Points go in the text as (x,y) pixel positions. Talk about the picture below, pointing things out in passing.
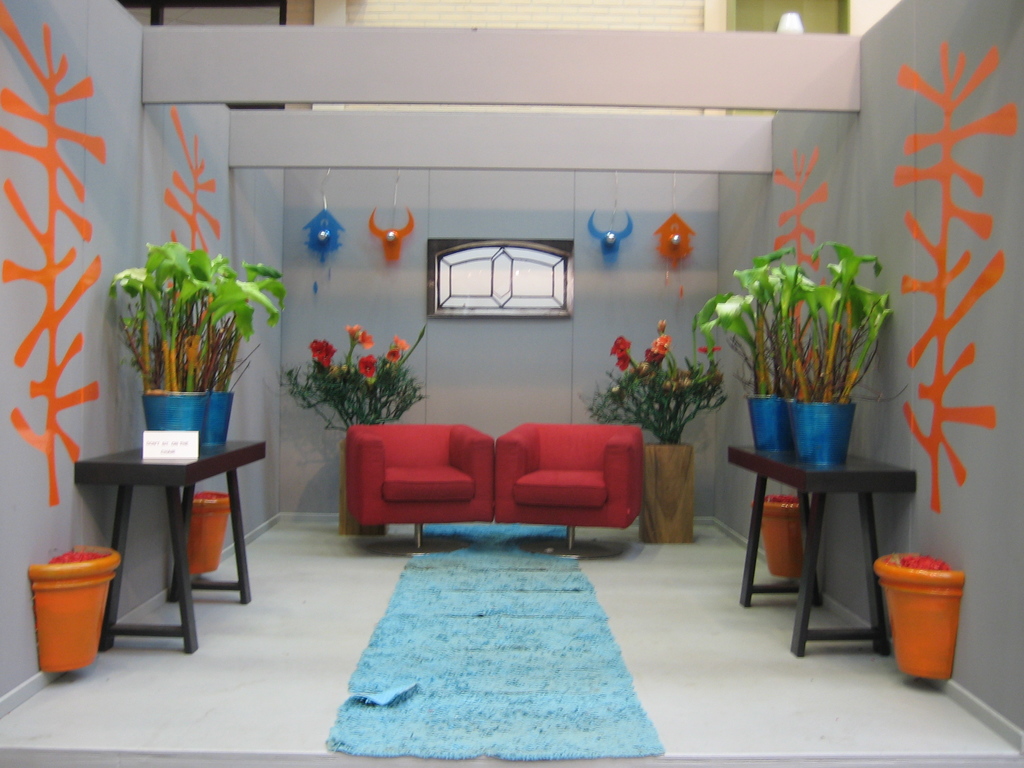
In this picture there is a sofa set (477,477) and a blue carpet (477,621) in front of the sofa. There are some plants (163,358) placed on the table (157,466) on either side of this picture. In the background (663,382) there are some plants (364,389) and a wall (480,341) here.
